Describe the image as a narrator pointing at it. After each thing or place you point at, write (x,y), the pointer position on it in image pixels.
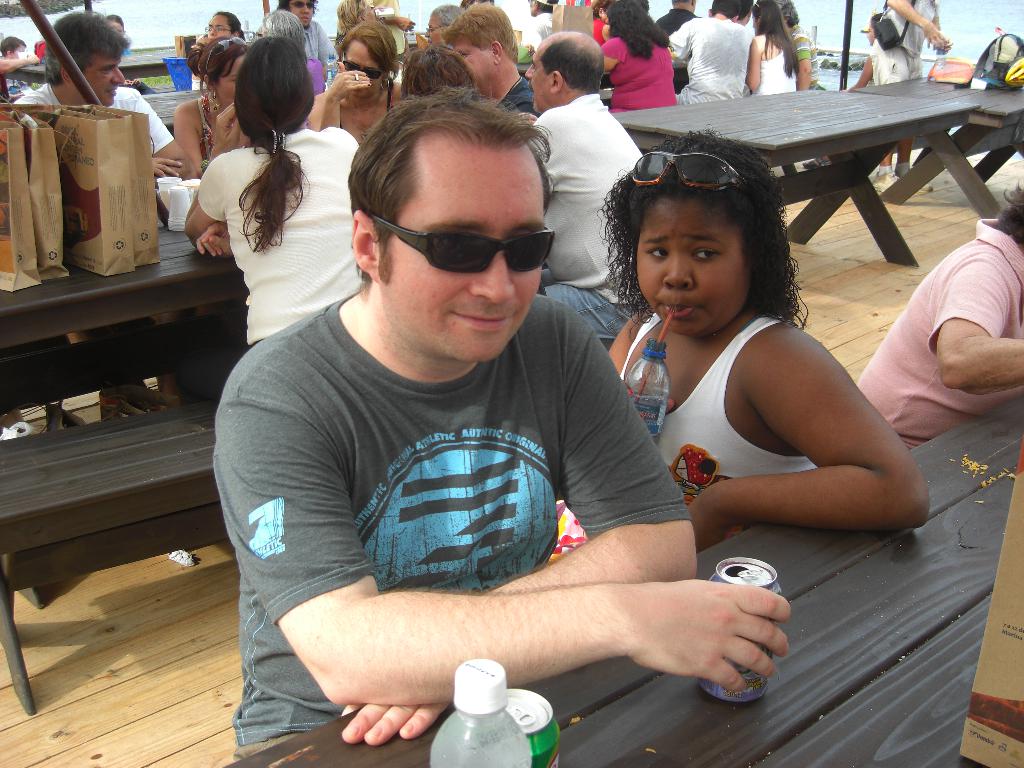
Most of the persons (755,24) are sitting on a bench (144,541). On this tables (730,725) there are bags (140,223), cups (176,220), tins (552,734) and bottle (495,701). Front this man (497,252) wore goggles (508,252).
